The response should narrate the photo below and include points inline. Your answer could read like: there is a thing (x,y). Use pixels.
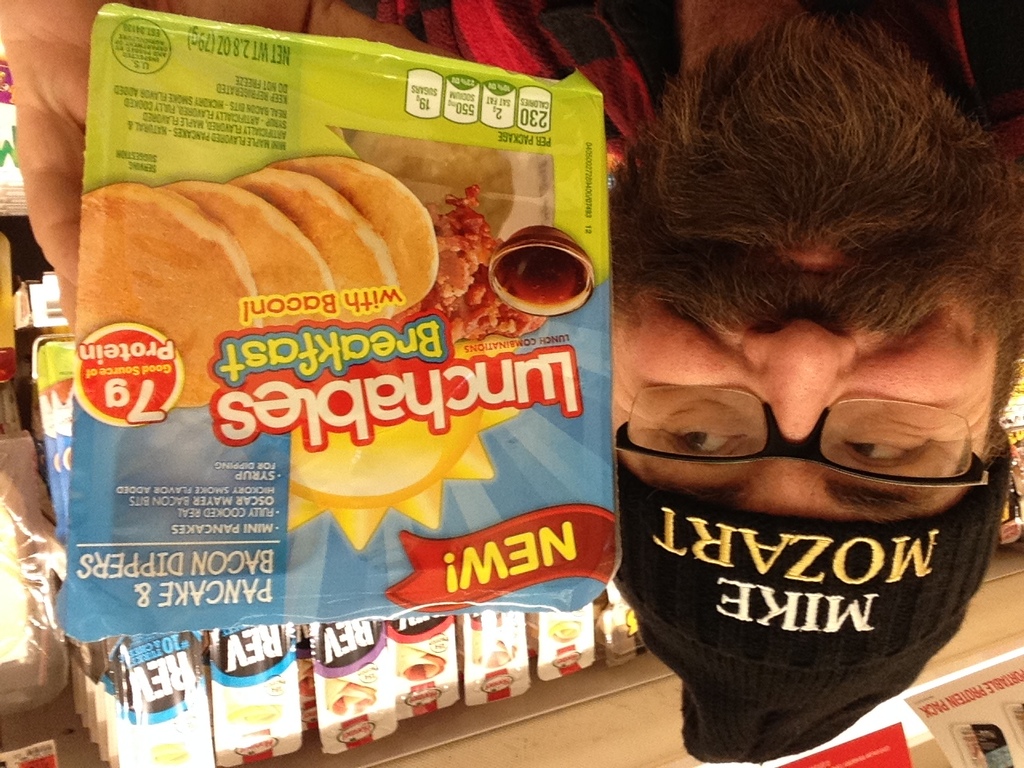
In this picture we can see a man (859,264) is holding a packet (570,459), he is wearing a cap (865,620) and spectacles (864,409), there is picture of some food (166,294) and text (378,412) on this packet (140,339), we can also see some packets (340,674) in the background (508,674).
